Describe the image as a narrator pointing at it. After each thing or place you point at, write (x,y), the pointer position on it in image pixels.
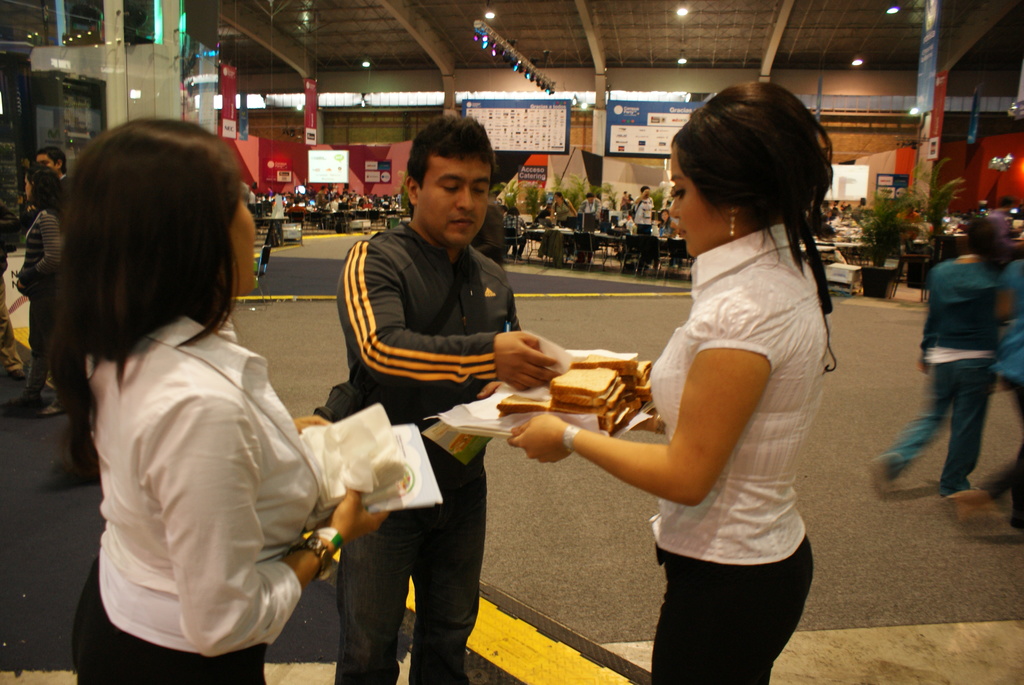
In this image we can see a few people (821,148) some of them are sitting on the chairs (664,261), there are tables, lights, boards (528,113) with some text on it, there are house plants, screen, poles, there is a lady (654,383) holding a tray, on the tray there are breads (601,381), another lady (348,499) is holding some tissues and papers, also we can see some ceiling lights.
